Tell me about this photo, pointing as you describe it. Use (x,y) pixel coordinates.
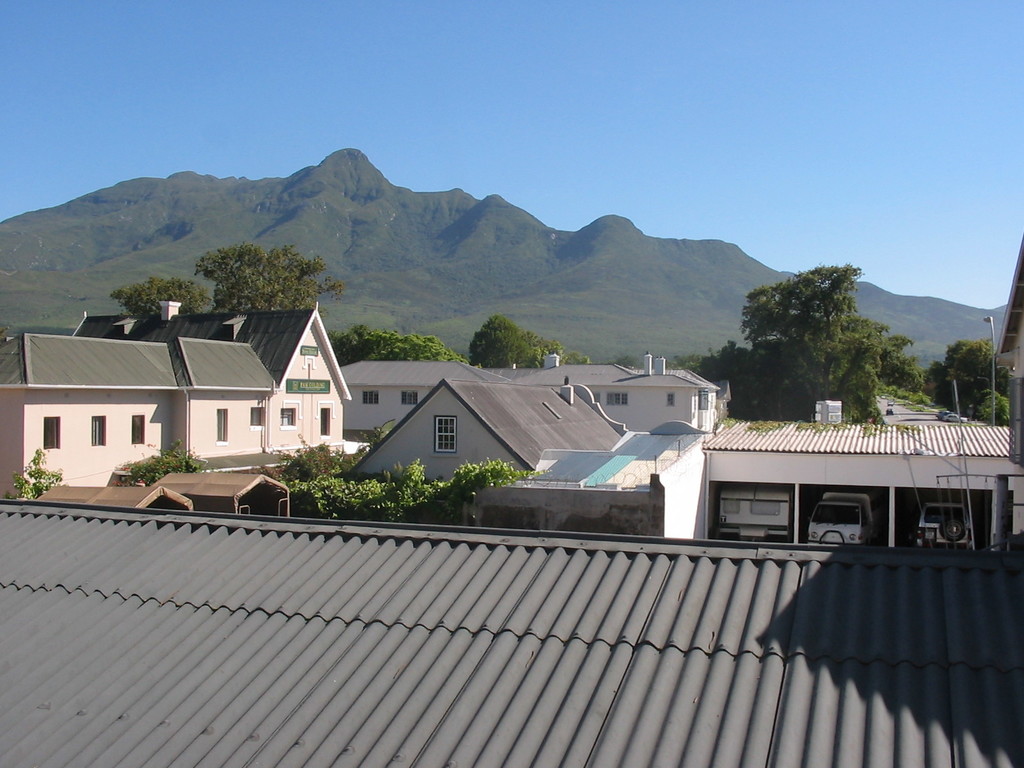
In the foreground (450,581), I can see houses (563,583), creepers (475,486), plants (399,469), vehicles (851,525) on the road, trees (824,379) and light poles (992,376). In the background (245,221), I can see mountains (459,300) and the sky (524,157). This image taken, maybe during a day.
